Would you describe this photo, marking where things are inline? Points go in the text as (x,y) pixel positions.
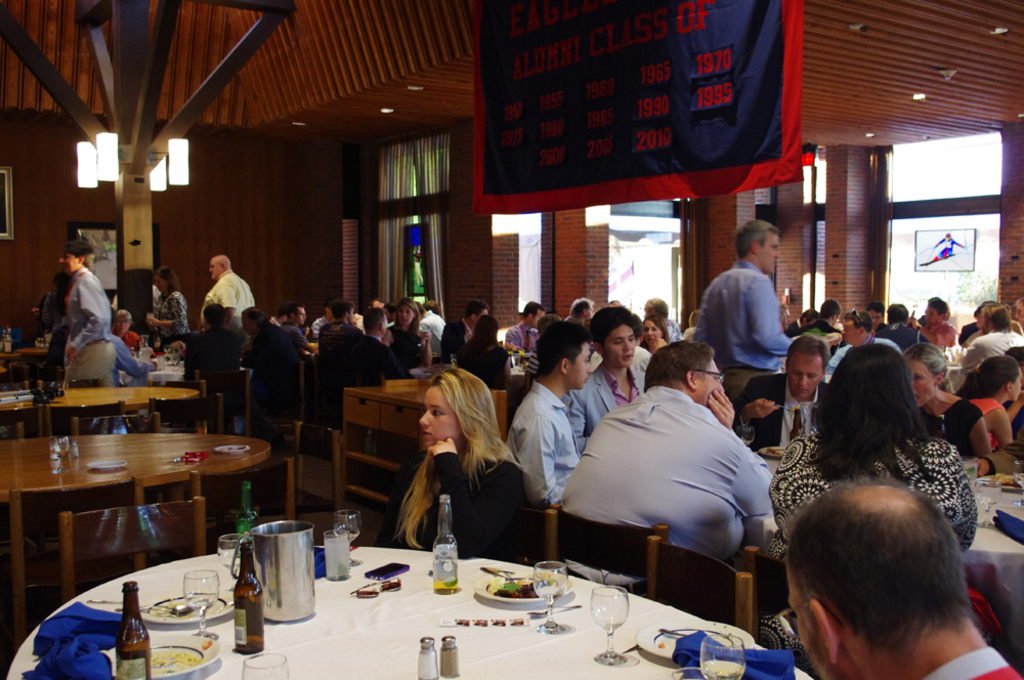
In this image there are group of people (405,353) sitting on a chair (658,560) and some people (90,289) are standing the table (363,626) is covered with a white colour cloth (362,647) on this table (367,652) we can see a bottles (256,618), plates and some food (188,664) on this table (379,562) we can see a mobile phone (384,574) and this woman (471,485) is leaning on the table (345,652) and seems like she is thinking something behind this woman (470,451) there is a man (695,459) leaning on the table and is looking opposite to the woman (451,445) or man (791,400) is eating on the top (669,103) we can see a banner (669,103) with some numbers (644,135) like 1970,2010. In the background (563,256) we can see red colour bricks (584,273), wall (498,257) and a window (931,227).
